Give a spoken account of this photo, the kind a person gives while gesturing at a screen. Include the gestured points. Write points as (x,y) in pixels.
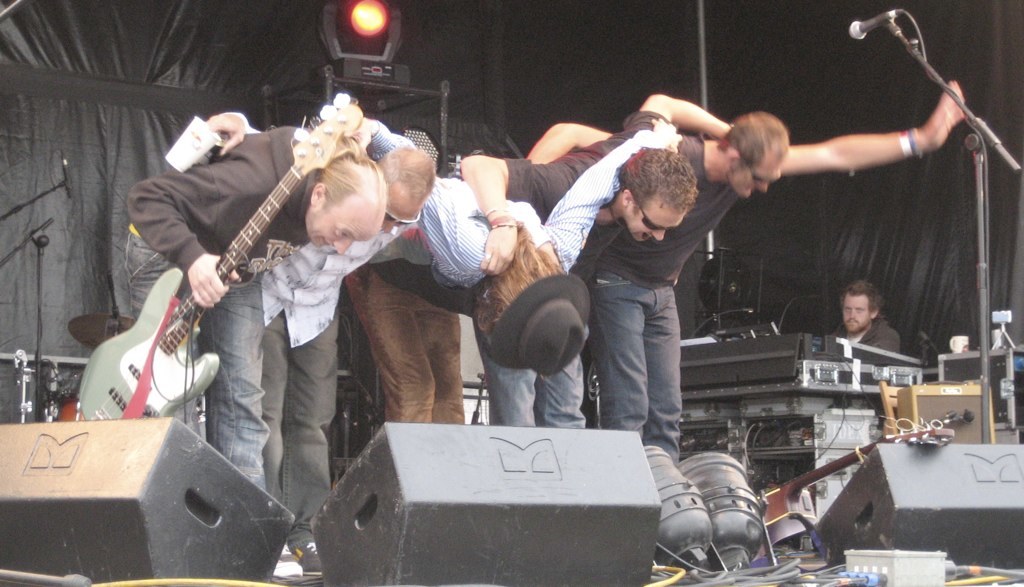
In the image in the center (540,224) we can see few people (586,205) were bending and holding some objects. In the bottom of the image (732,509) we can see lights (665,480) and wires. In the background (182,39) there is a curtain (636,57), light (366,4), microphones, musical instruments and one person (859,312) sitting.
